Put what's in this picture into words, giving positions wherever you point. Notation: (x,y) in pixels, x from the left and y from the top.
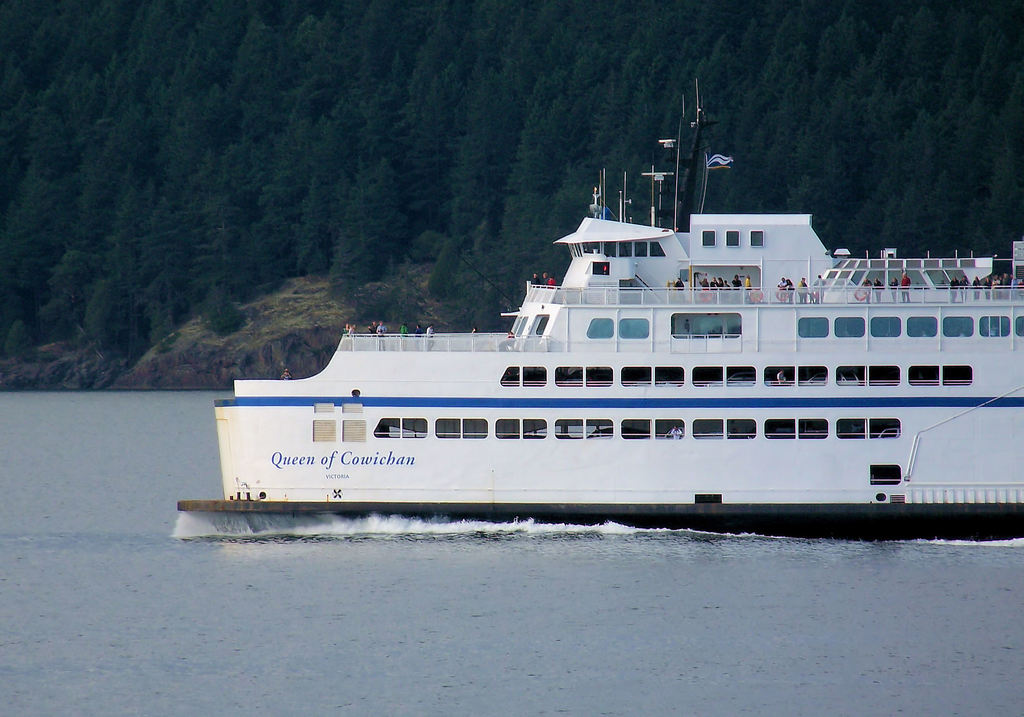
There is a ship (525,424) on the water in the foreground area (499,452), there are trees (446,230) and a rock (259,311) in the background (261,309).
